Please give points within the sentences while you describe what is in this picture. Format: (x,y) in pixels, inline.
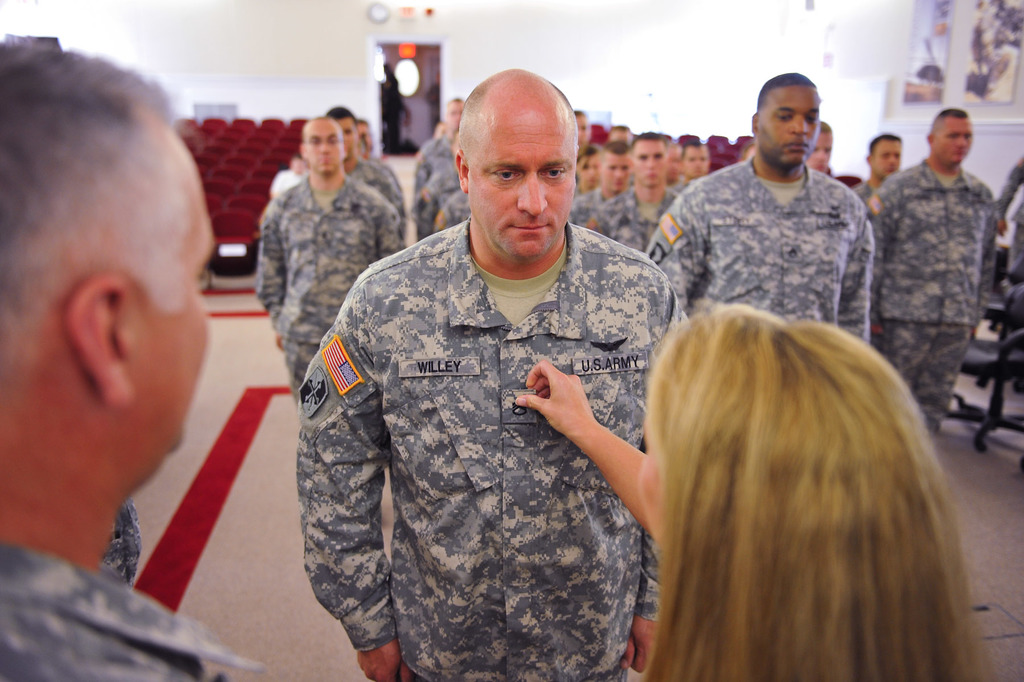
In this image there are two persons (458,425) standing, a person (539,412) holding another person (503,415) shirt (503,415), and at the background (955,306) there are group of persons (922,239) standing, chairs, frames (999,88) attached to wall (481,38), carpet (164,600).
